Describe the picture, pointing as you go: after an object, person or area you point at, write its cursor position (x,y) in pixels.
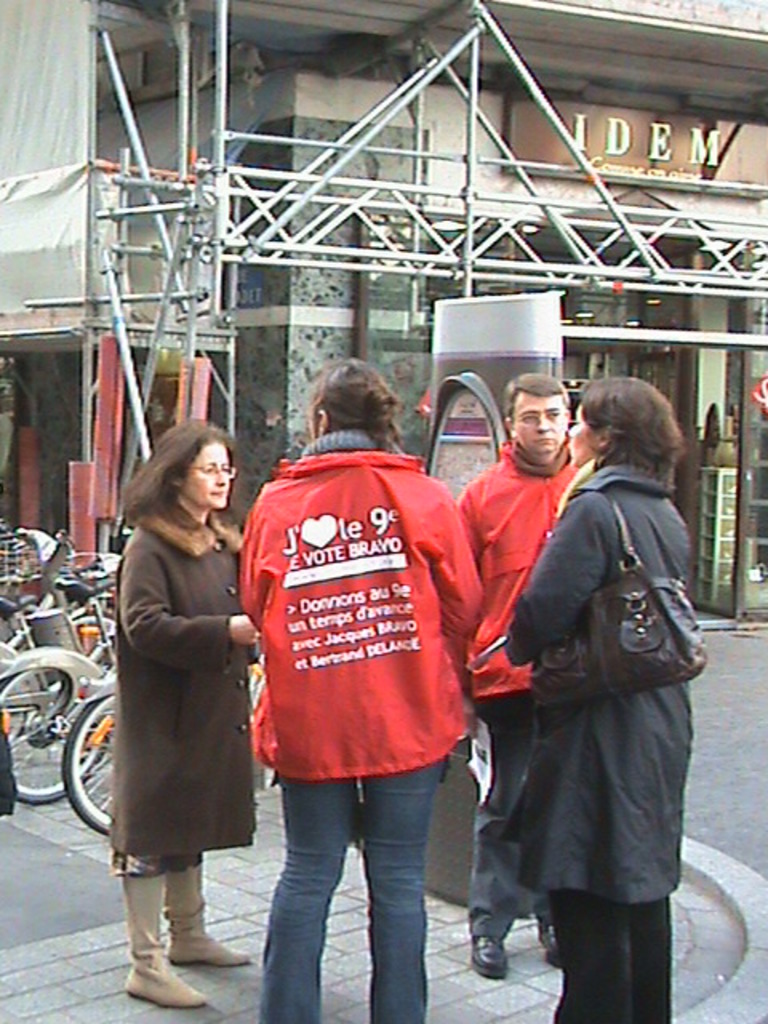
In this picture I can see few persons (473,667) in the middle (445,636), on the left side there are bicycles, in the background (245,264) it looks like a store (420,315). On the right side (663,158) there is the board (655,169) on the wall (456,119).
